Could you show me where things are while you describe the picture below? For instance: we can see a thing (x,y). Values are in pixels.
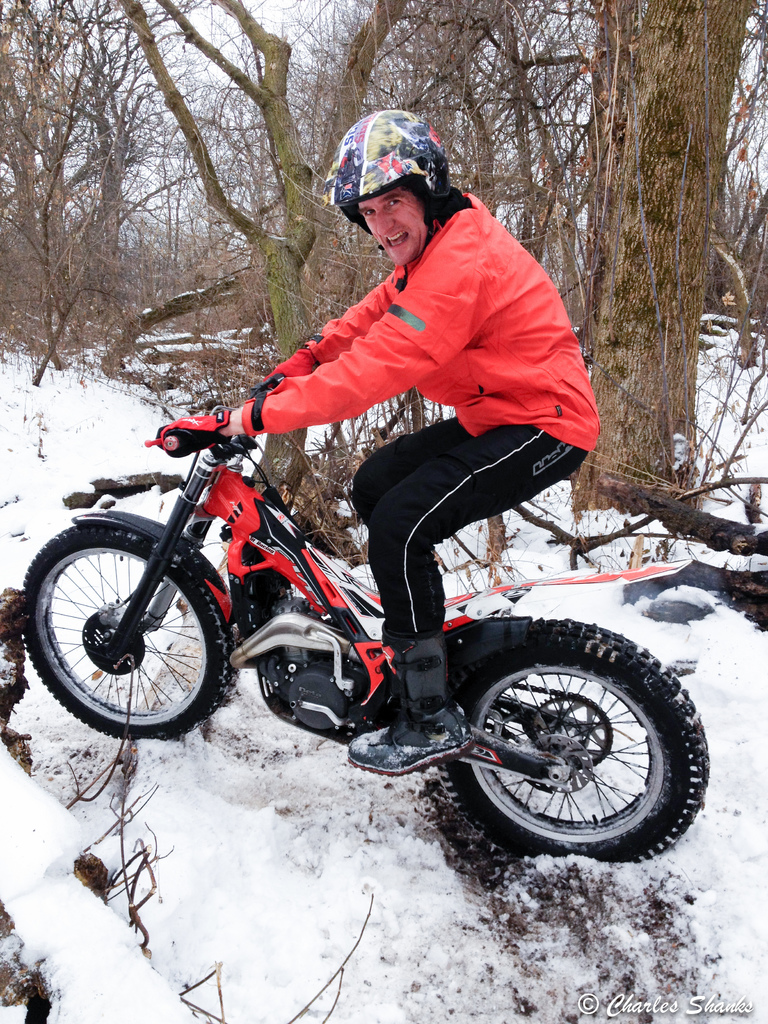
In this picture we can see a person (398,472) riding a motor cycle (475,701), this person (421,327) wore a helmet (386,190), gloves (202,425) and shoes (400,719), at the bottom (345,853) there is snow (334,908), in the background (670,137) we can see trees (161,147), there is the sky (265,13) at the top of the picture (276,7).
